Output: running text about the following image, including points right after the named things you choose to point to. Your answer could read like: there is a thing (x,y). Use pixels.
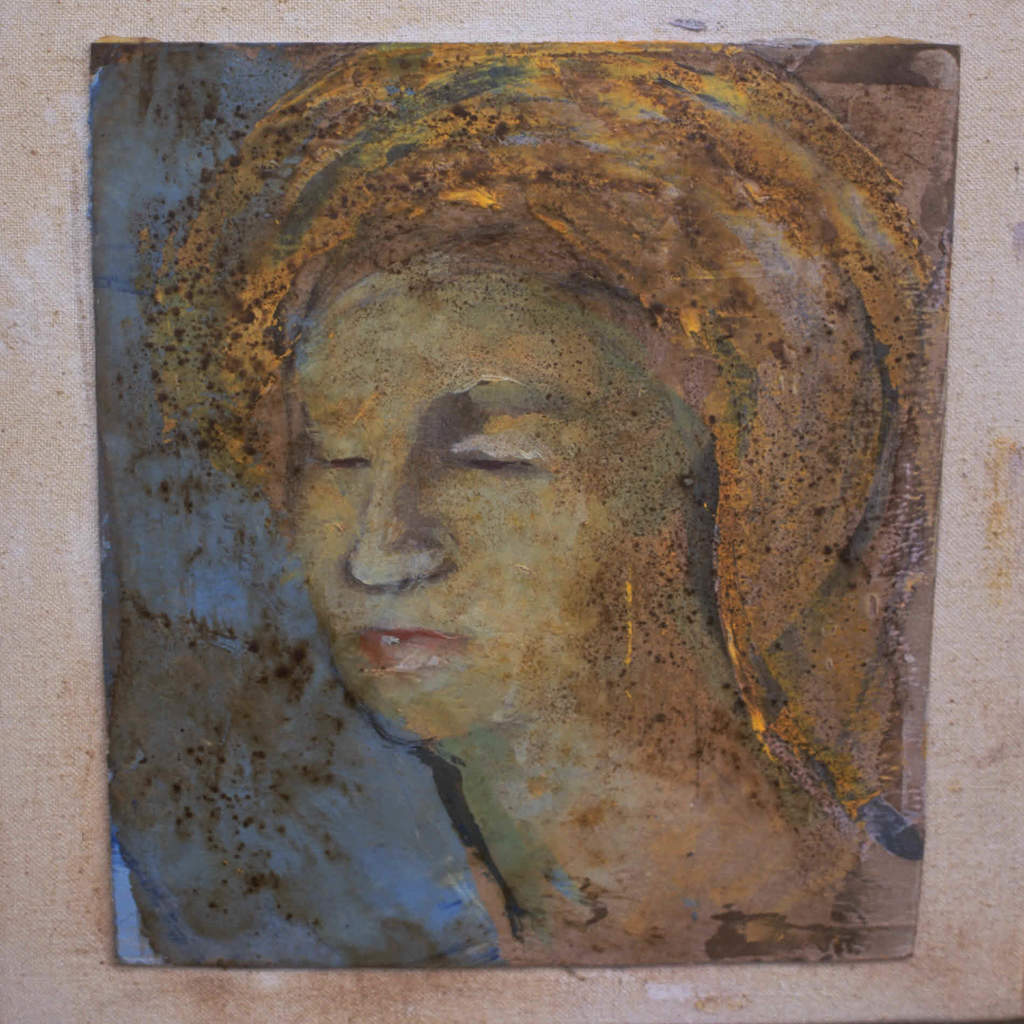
In this picture we can see a painting (483,712) on a cloth (47,839).
